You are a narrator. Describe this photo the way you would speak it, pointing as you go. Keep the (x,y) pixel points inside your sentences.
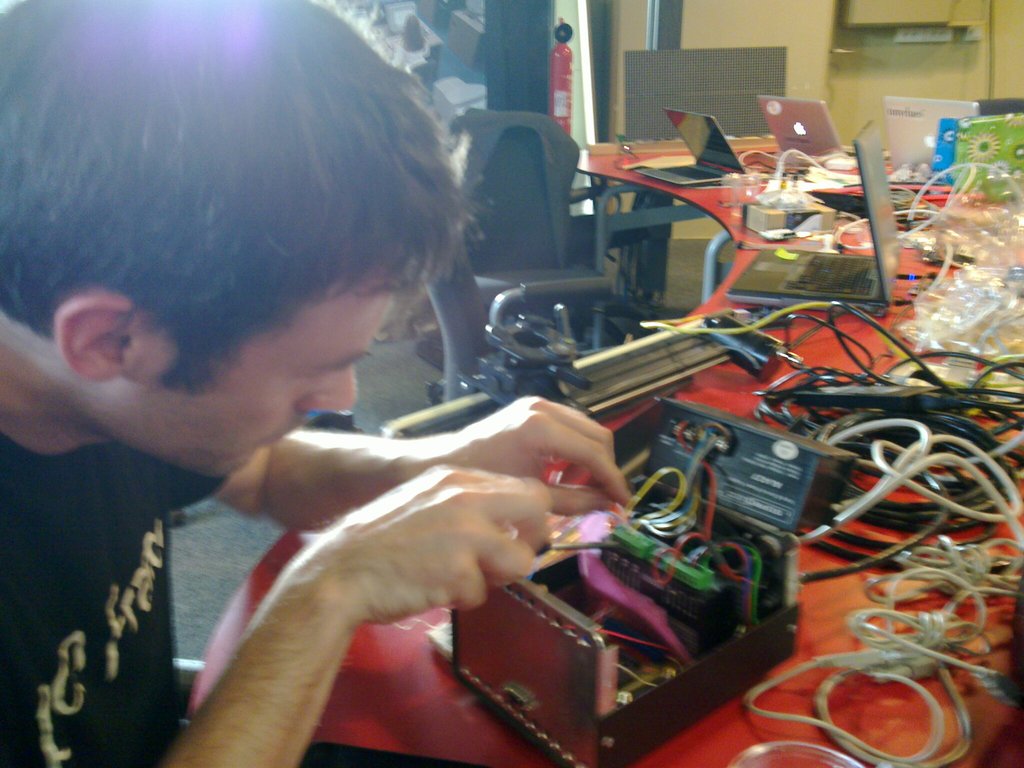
As we can see in the image there is a person's (128,467) black color t shirt (153,468). There is a wall (823,77), chair (551,147) and table (992,419). On table (813,565) there are wires (921,454), laptops (865,182), box (818,203) and an electrical equipment (706,556).
